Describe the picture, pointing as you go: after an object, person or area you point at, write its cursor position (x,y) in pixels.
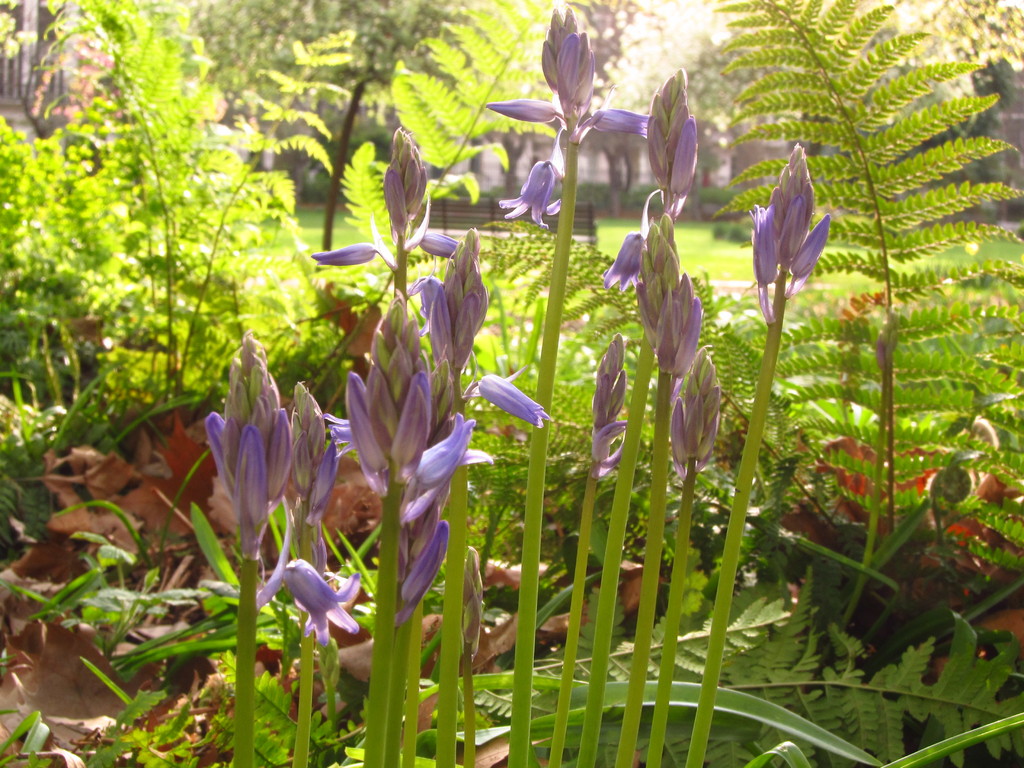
In this image there are flower plants (467,445) in the middle (467,461). In the background (605,222) there is a ground (605,222). There are trees (226,111) around the ground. In the middle (430,368) there are lavender colour flowers (439,421).
